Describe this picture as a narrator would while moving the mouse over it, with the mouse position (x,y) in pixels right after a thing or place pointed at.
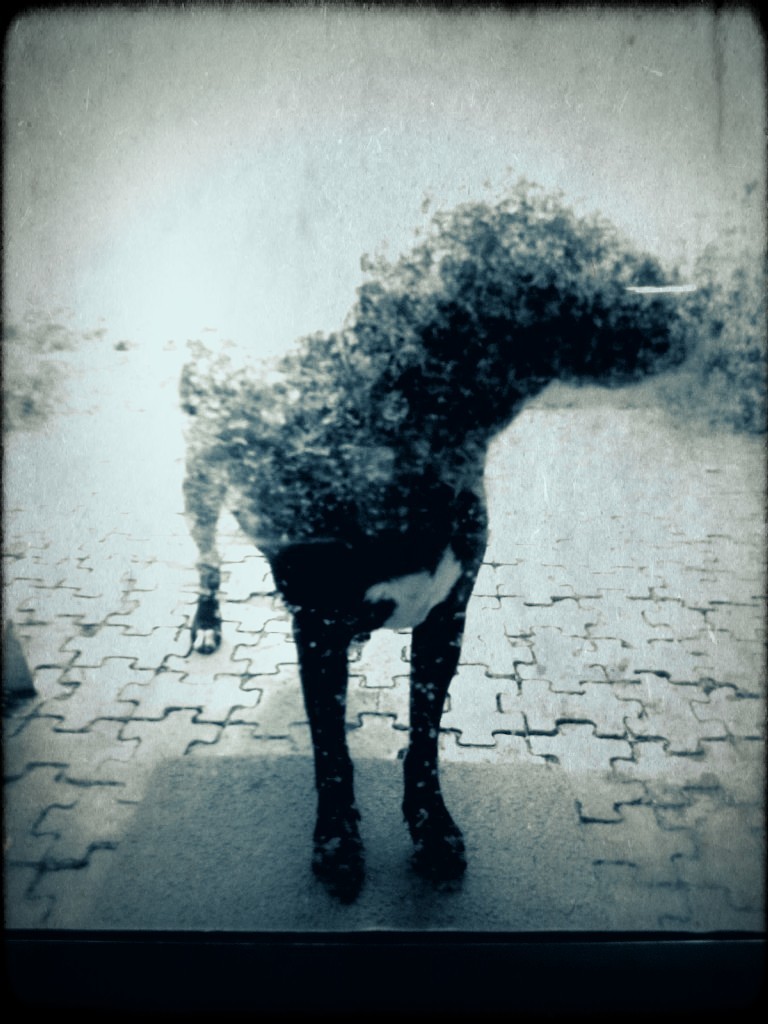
In this picture we can observe a dog (344,540) which is in black and white color. We can observe a floor mat (263,824) on the floor (260,727).
